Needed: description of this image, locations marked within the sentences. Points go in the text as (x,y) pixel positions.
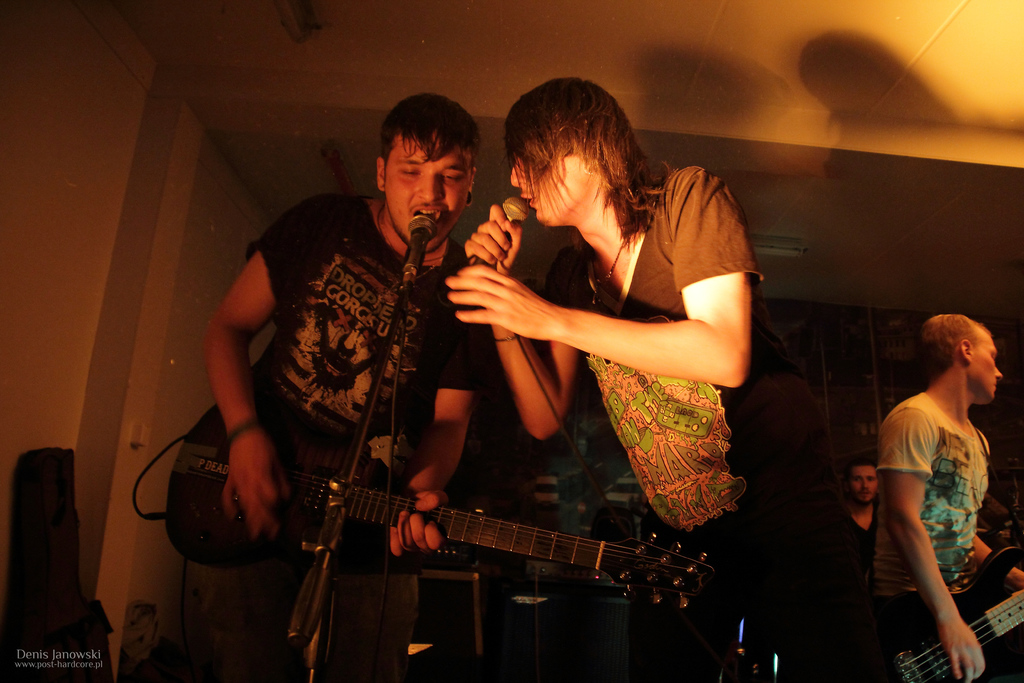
In this image there are two persons (405,345) standing at the middle of the image (388,362) is singing. The person (531,157) at the right side (734,316) is holding a mike (517,207) and person (453,254) at the left side (234,439) is holding a guitar (219,435). At the right side (953,641) there are two persons (953,641) standing. Person (896,590) at the front side (963,343) wearing a white shirt (948,433) is holding a guitar (913,660).
